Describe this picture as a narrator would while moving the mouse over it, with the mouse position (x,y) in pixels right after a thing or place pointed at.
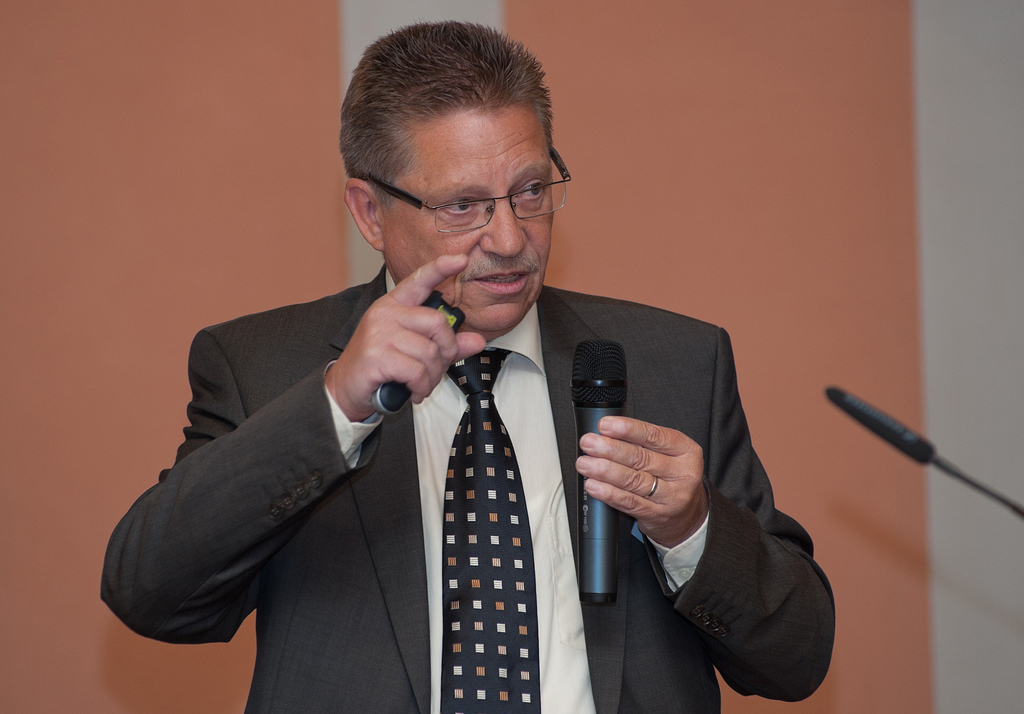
In this picture we can see man (387,459) wore blazer (418,490), tie (465,510), spectacle (415,203) holding mic (623,399) in one hand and talking and in background (648,178) we can see wall (666,199).
